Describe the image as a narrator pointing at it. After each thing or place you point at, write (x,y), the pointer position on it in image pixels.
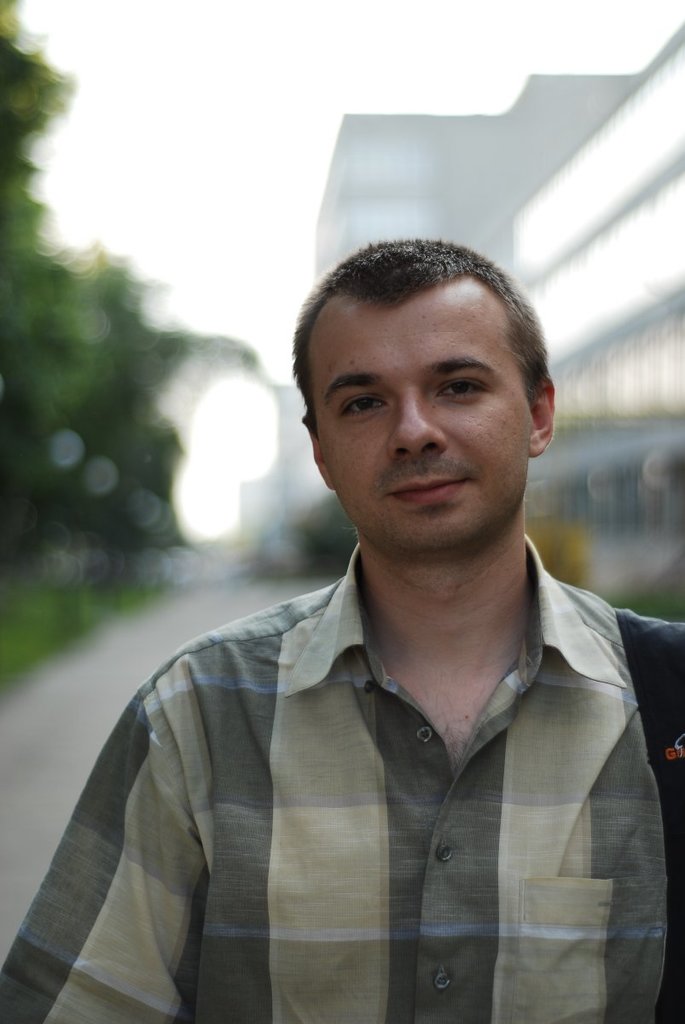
In this picture I can see there is a man (126,730) standing and is smiling. He is wearing a shirt (561,819) and in the backdrop (576,98) there is a building (646,372) on to right (635,563) and there are trees (118,462) on to left (7,251) and the sky (231,193) is clear.
